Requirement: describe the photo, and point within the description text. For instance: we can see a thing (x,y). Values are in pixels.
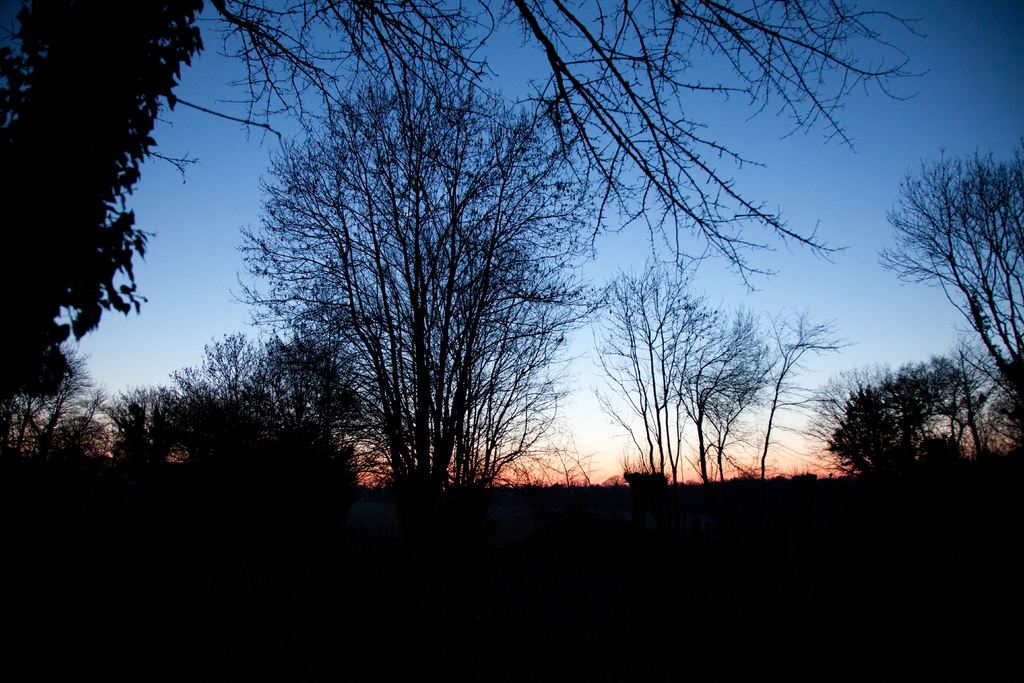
This image consists of trees (79,86). There is sky (763,142) at the top (246,191).
